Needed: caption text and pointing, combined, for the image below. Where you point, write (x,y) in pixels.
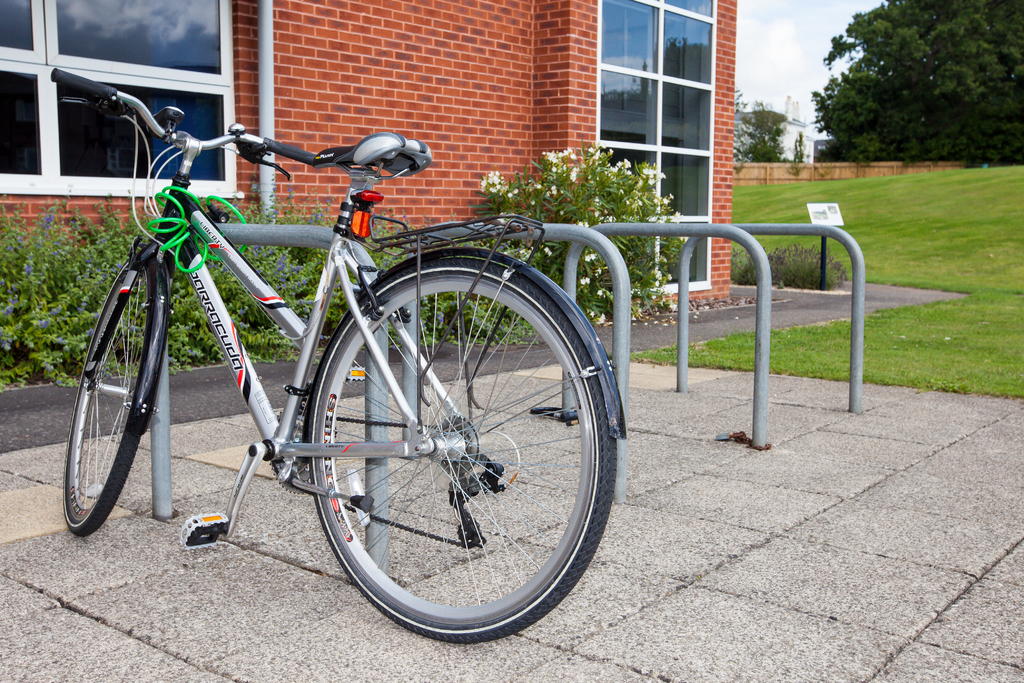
In the center of the image (586,349), we can see a bicycle (342,368) and there are railings (625,298). In the background (39,88), there are trees (921,134), plants (242,285), building (311,138) and we can see windows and a pole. At the top (825,84), there is sky (801,74) and at the bottom (804,490), there is ground (902,378) and road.
